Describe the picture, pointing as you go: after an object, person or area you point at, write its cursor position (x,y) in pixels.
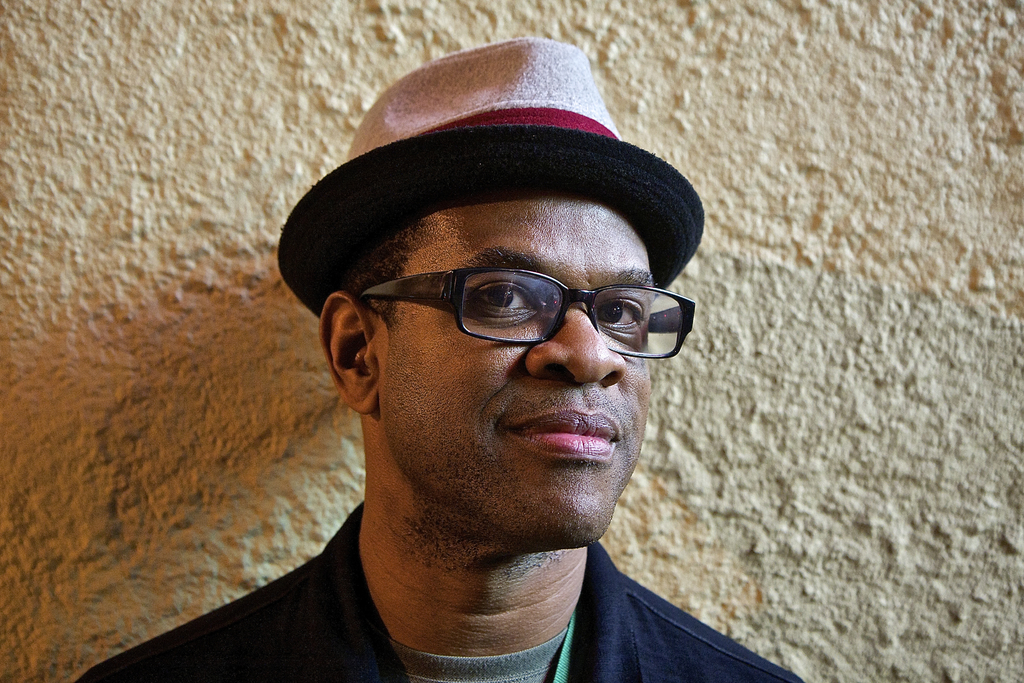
There is a man (527,435) wore hat (504,137) and glasses (510,324), behind this man (420,636) we can see wall (199,414).
